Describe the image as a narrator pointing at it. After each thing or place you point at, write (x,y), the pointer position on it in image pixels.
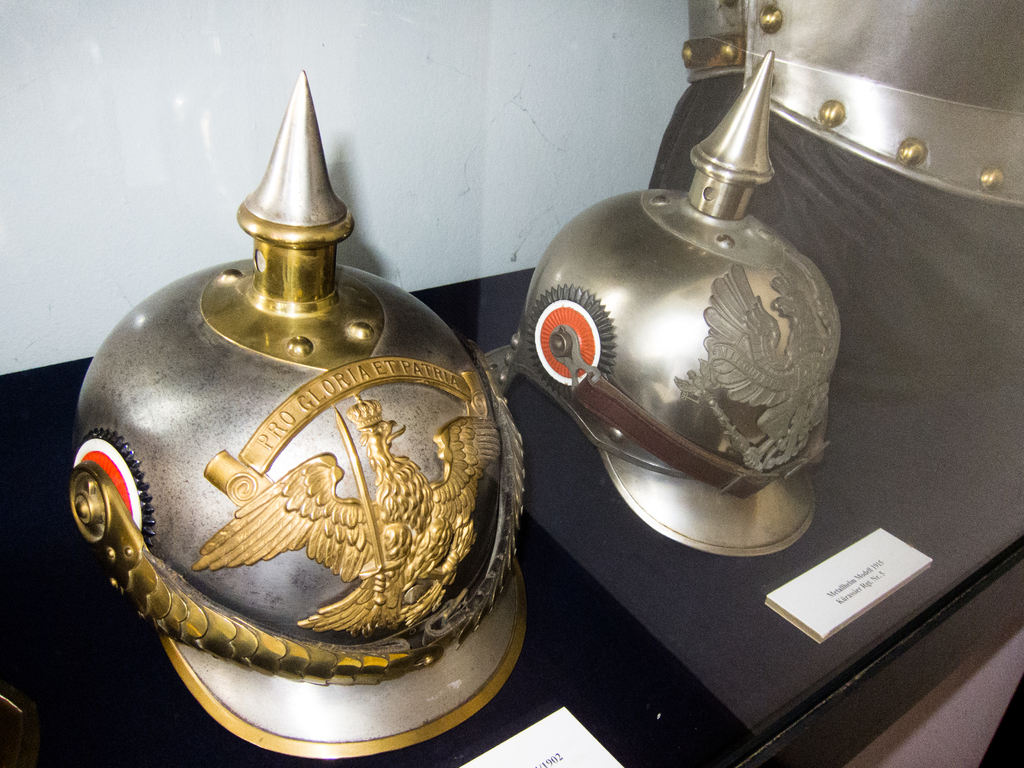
In this image there is an object (680,651) towards the bottom of the image (689,655) that looks like a table (854,542), there are cards (553,739) on the table (738,642), there is text (841,596) on the cards (897,573), there are two helmets (684,323), there is text (323,387) on the helmets (330,408), there is a metal object (877,54) towards the right of the image (956,88), there is a cloth (930,296) towards the right of the image (920,246), at the background of the image (294,60) there is a wall (227,53).
